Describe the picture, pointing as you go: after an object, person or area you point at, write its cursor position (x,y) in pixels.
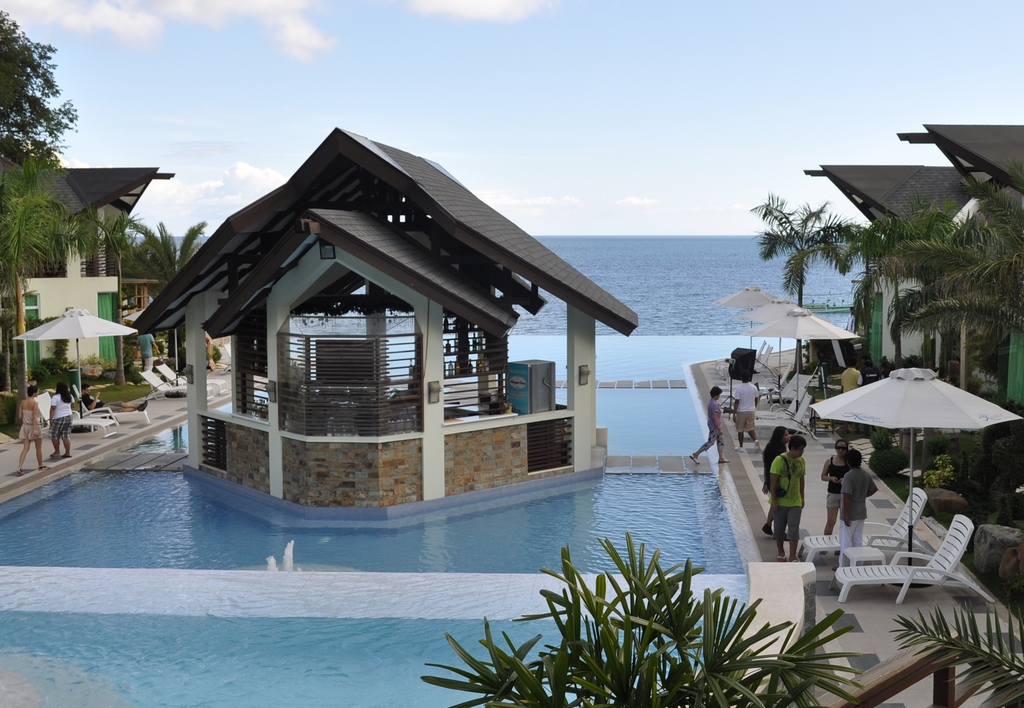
At the bottom of the image (998,516) there are some plants (992,505) and water (50,516) and few people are standing and walking and there are some chairs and umbrellas (989,410) and there are some buildings (79,263) and trees (153,253). At the top of the image (678,151) there are some clouds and sky (176,69).
